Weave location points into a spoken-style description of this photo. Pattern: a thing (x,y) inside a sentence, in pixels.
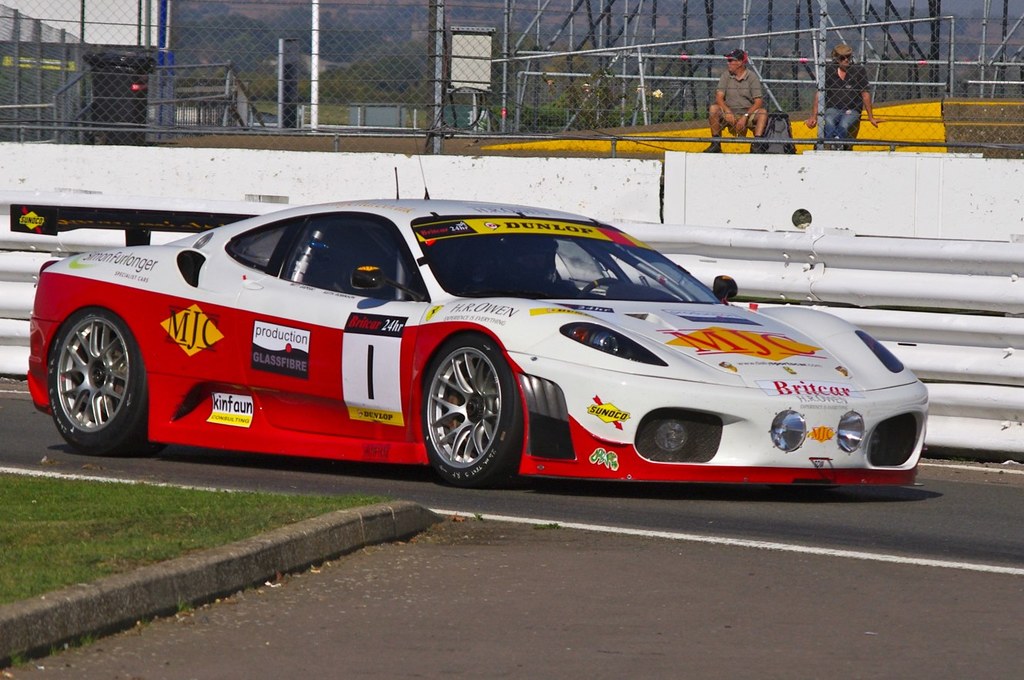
In the foreground (511,388) the picture there are road (337,482), grass (59,531) and car (225,232). In the center of the picture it is wall (438,159). In the background (575,98) there are people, fencing (392,64) and other objects (1002,127), outside the fencing (388,57) there are trees (348,35).
